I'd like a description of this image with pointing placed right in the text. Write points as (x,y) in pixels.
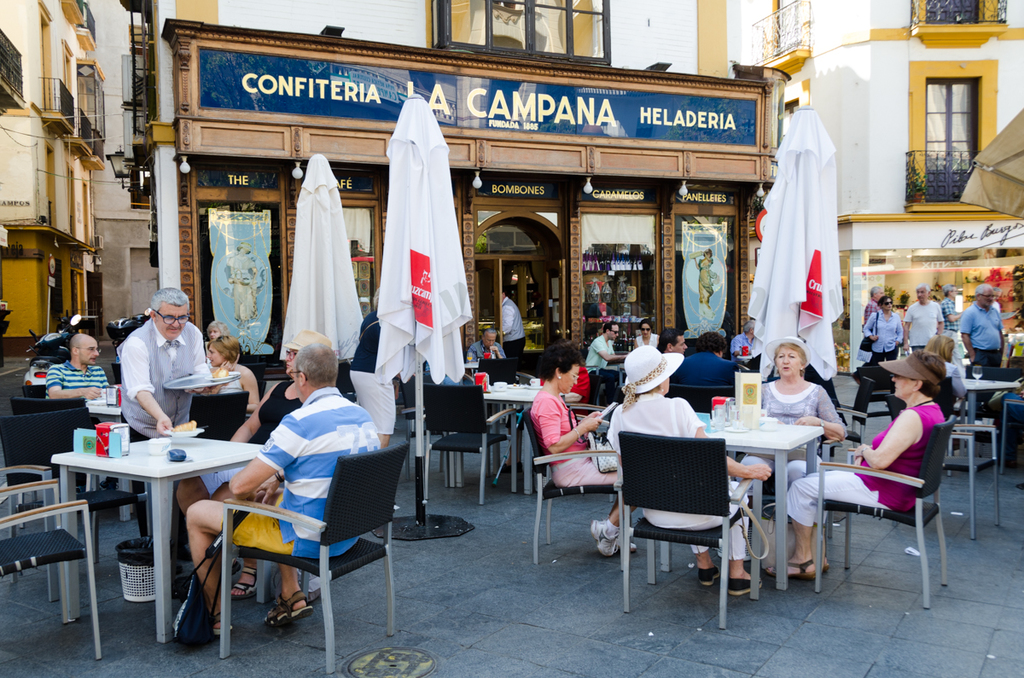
In this image I can see number of people (298,508) where few are standing and rest all are sitting on chairs (717,390). I can also see few tables (175,473) and few buildings (551,97). Here I can see few vehicles (68,347).
